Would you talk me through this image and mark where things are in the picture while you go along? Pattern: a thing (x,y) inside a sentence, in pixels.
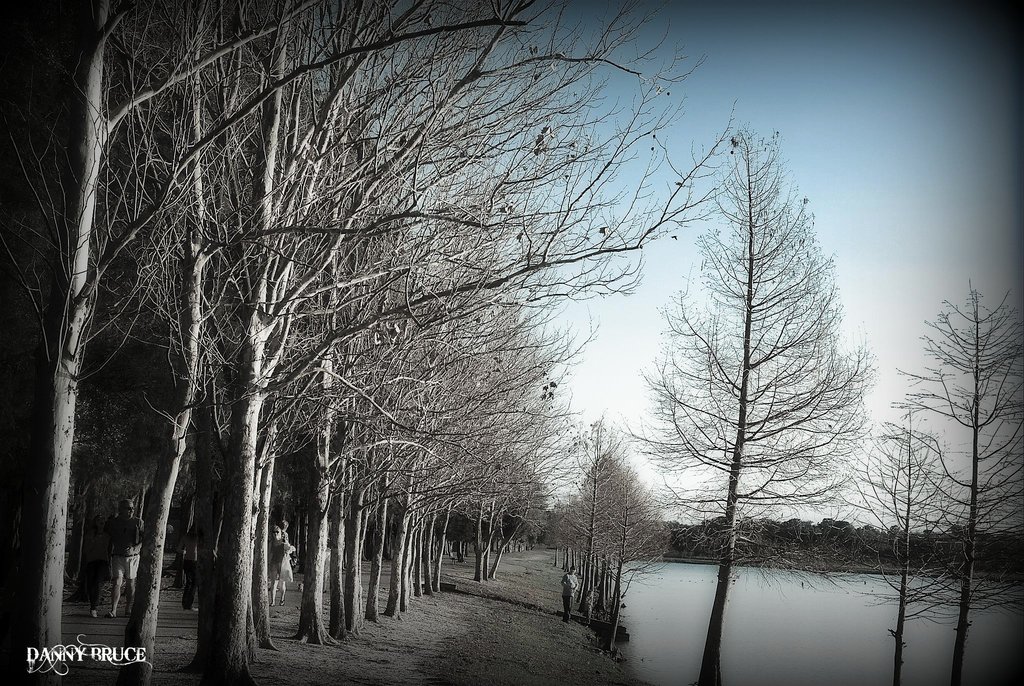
On the right (743,524) there are trees (599,542), water body (817,605). In the center of the picture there is a person (575,583) walking on the shore (499,629). On the left (291,537) there are trees (220,528) and people (128,588). Sky (913,226) is sunny.
